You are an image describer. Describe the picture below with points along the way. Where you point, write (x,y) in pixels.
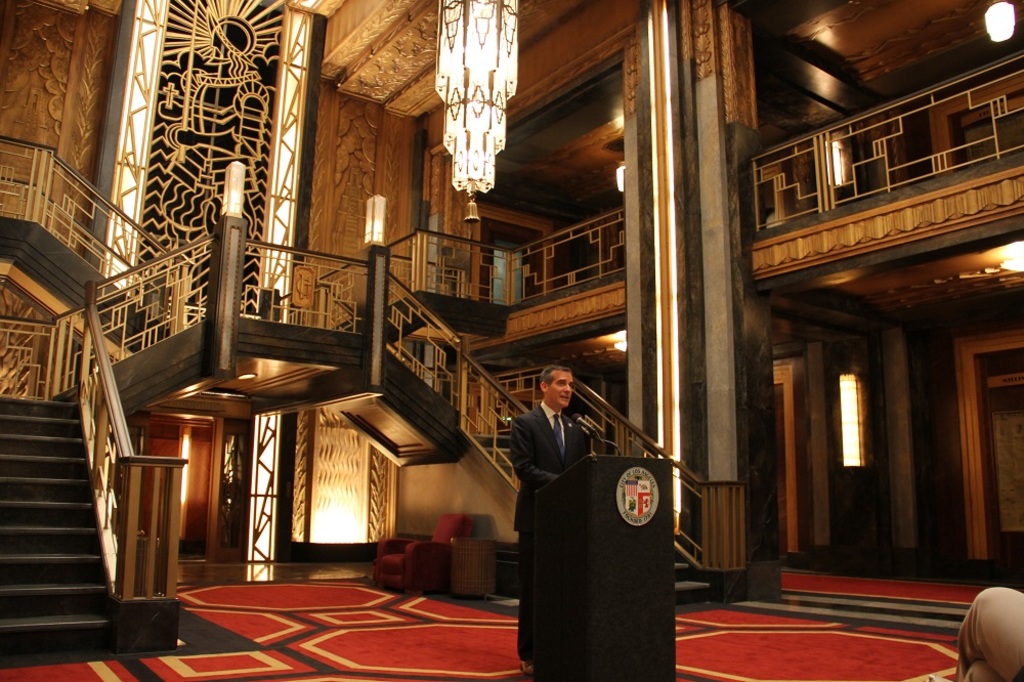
In this picture we can see a person (535,453) standing in front of the podium (591,505). We can see a microphone (594,453), some text (621,483) and a few things (624,514) on the podium (641,518). There is a chair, lights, stairs (79,574), railings (122,348) and other objects (690,270). We can see the thighs (1015,632) of a person (1014,612) in the bottom right (978,654).
